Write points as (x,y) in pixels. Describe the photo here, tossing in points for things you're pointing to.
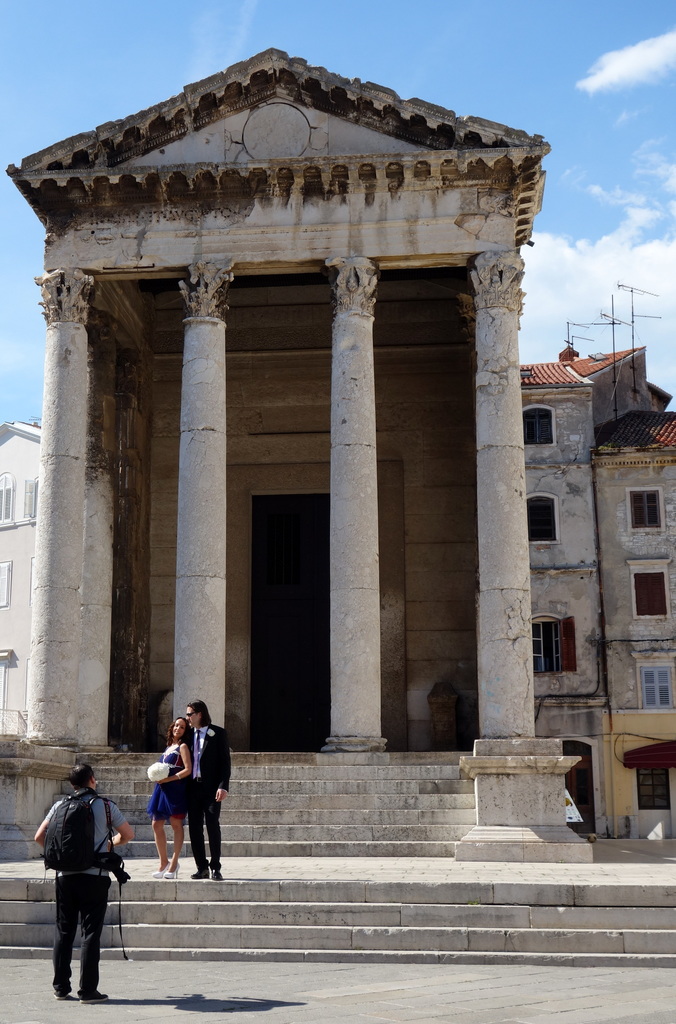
In this image in front there is a person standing on the road (160,995). In front of him there are two persons (159,869) standing on the stairs (239,884). In the background of the image (597,393) there are buildings (505,497) and sky (573,64).
